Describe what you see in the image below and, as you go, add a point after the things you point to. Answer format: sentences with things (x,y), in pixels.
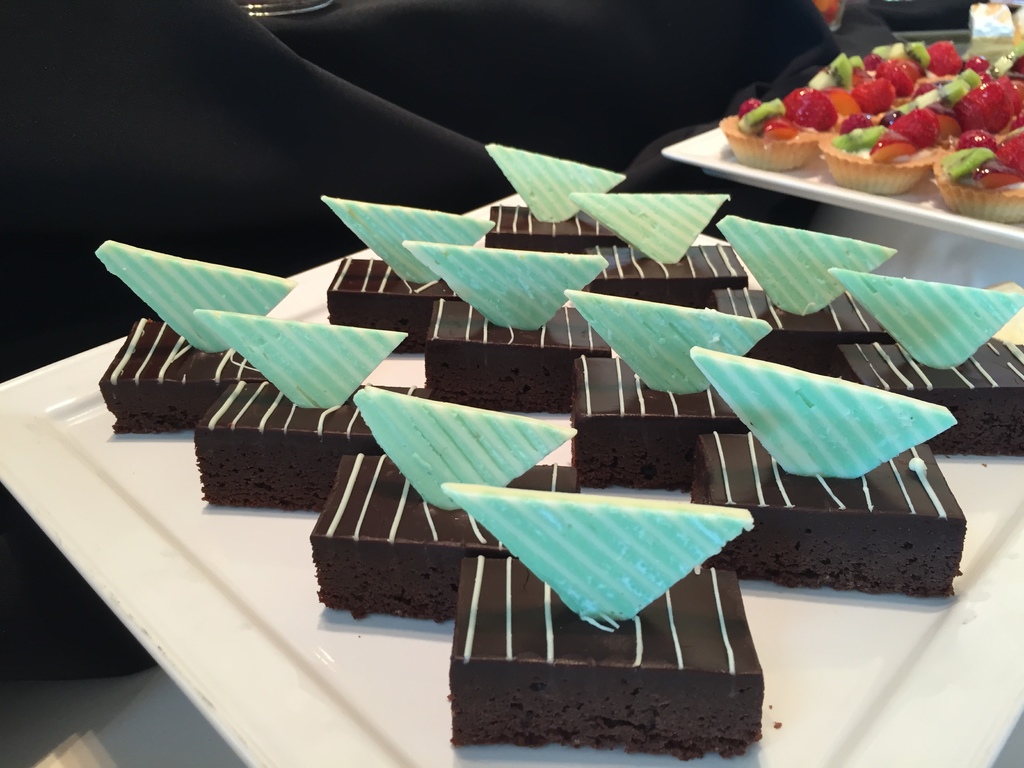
In this picture we can see black and blue pastries (795,538) in the white plate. Behind we can see some strawberry cupcakes (897,154).
